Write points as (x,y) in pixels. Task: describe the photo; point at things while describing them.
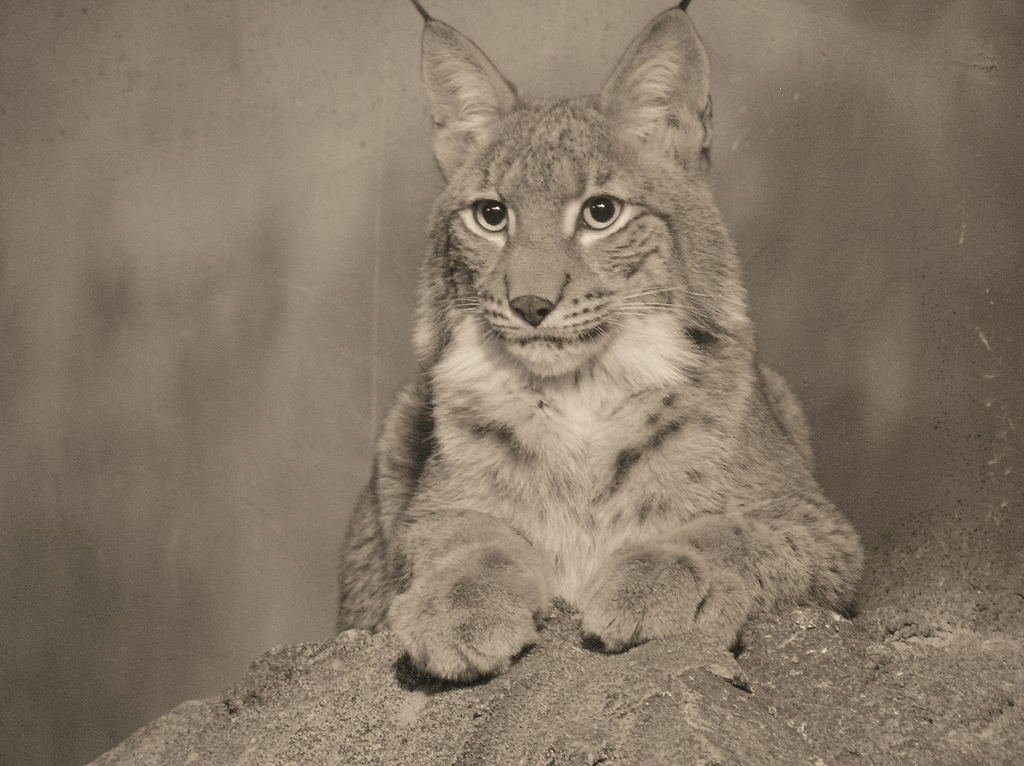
In the center of the image (527,279) there is a lynx (549,311) on the ground (108,755).
